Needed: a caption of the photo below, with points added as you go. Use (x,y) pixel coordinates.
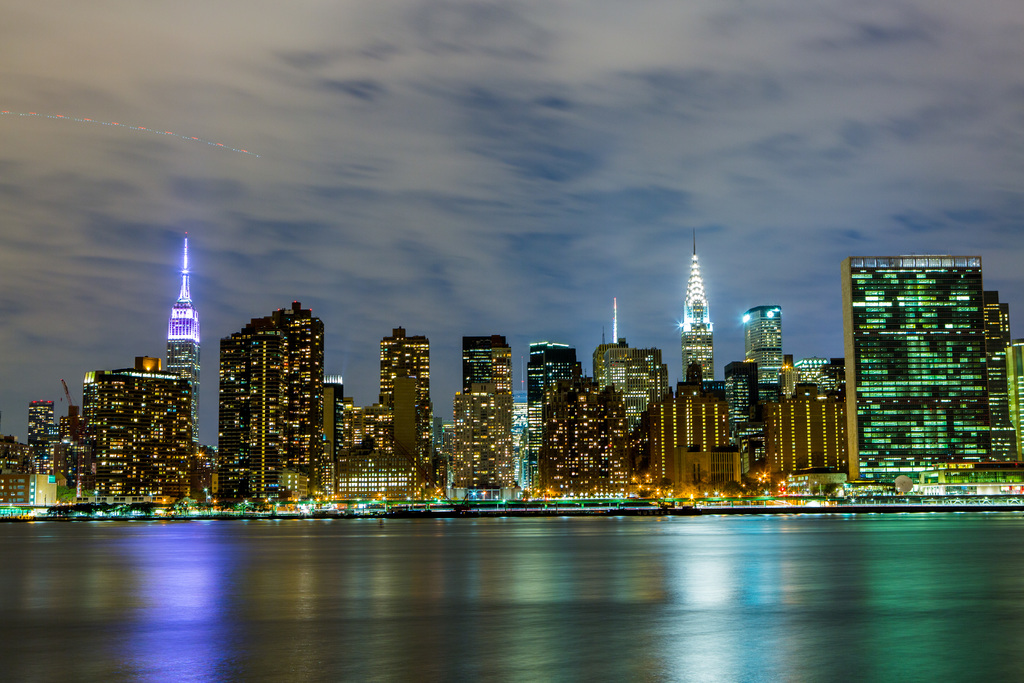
In this picture I can see there is a river (269,559) and there are few buildings (189,491) in the backdrop (515,466), they have glass windows (911,370) and the light (874,373) is visible from the window (694,306). There are two towers (183,285) and the lights (690,306) are arranged at the top of them and the sky (293,273) is cloudy.
